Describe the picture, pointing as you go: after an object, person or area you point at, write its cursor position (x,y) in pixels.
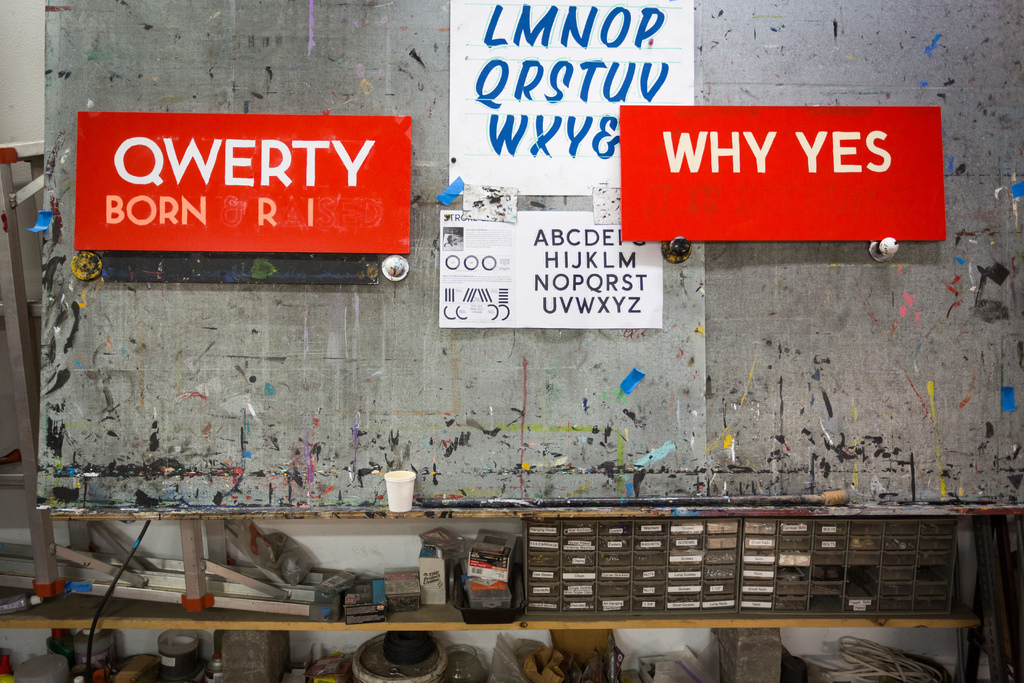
In this image, I can see the papers (512,266) and name boards (651,198) attached to a board (588,387). At the bottom of the image (410,508), I can see a paper cup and few other objects (895,650).
